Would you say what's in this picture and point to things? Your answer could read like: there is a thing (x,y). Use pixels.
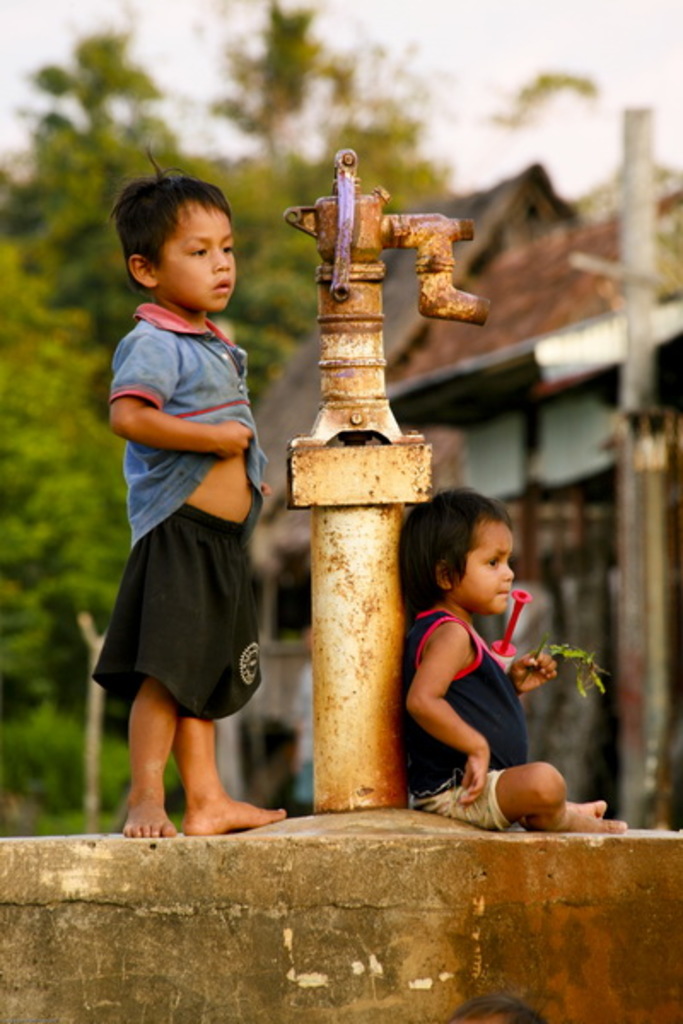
As we can see in the image there are two people (251,629), water pipe (349,687), house (676,320) and trees (161,136). On the top (26,9) there is a sky (225,6).
